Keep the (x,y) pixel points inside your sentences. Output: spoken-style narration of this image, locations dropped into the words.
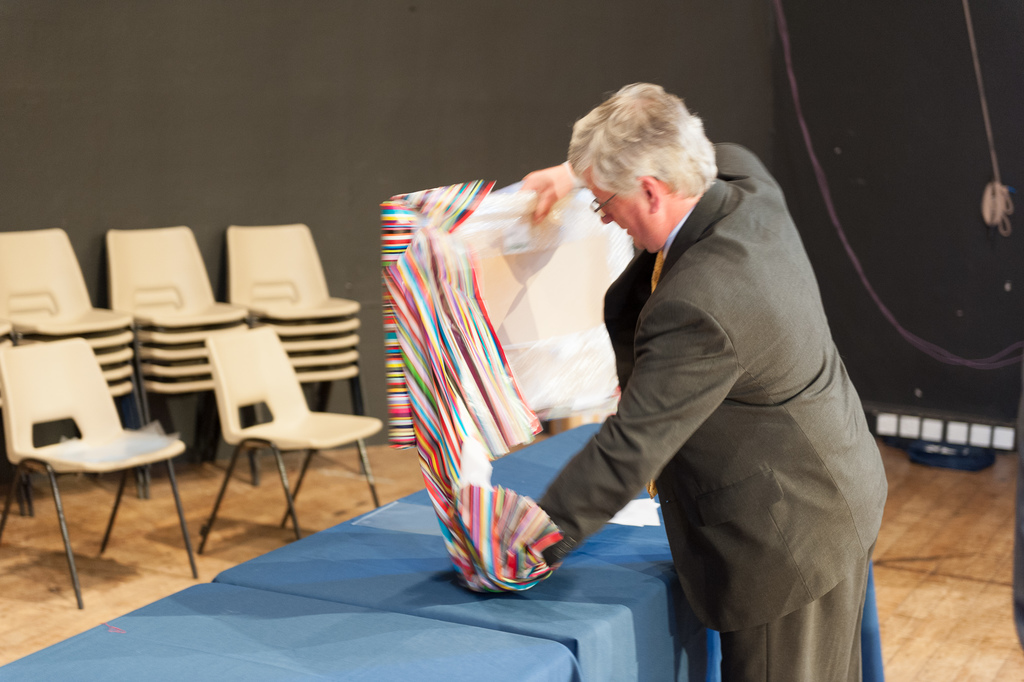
Here we can see few empty chairs (282,362) at the left side of the picture (93,421). This is a floor (906,526). Here we can see a man (809,649) wearing a blazer (785,415) holding a frame (498,320) in his hand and he is opening the cover (497,378) of a frame (488,289). He wore spectacles (607,203).
